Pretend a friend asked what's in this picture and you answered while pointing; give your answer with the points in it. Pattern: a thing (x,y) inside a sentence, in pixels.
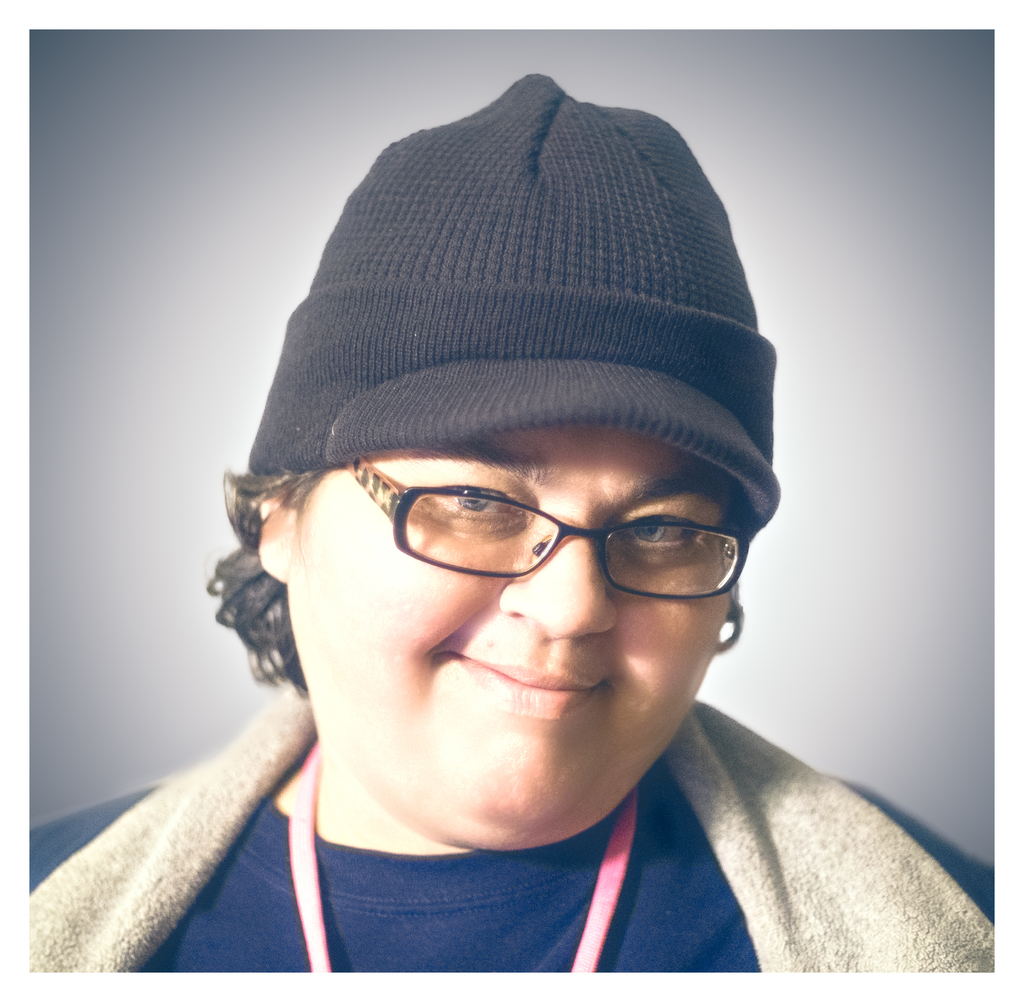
In this picture there is a person (412,785) with blue t-shirt (391,917) is smiling. At the back (145,88) it looks like a wall (876,357).
